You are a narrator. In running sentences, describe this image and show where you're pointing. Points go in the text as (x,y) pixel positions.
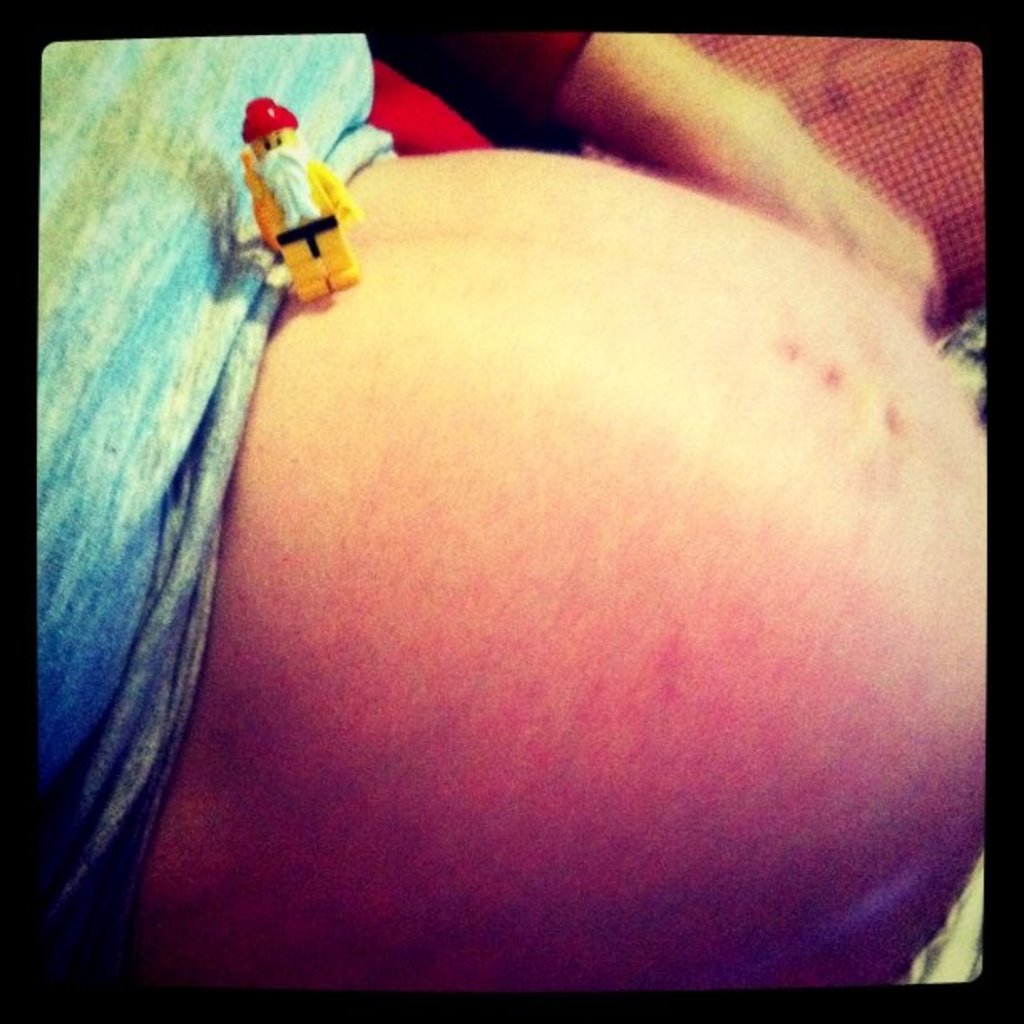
In the foreground of this image (350,330), there is a toy (340,235) on the belly (519,529) of a person (547,537). On the left (123,278), there is a T shirt (71,271).
